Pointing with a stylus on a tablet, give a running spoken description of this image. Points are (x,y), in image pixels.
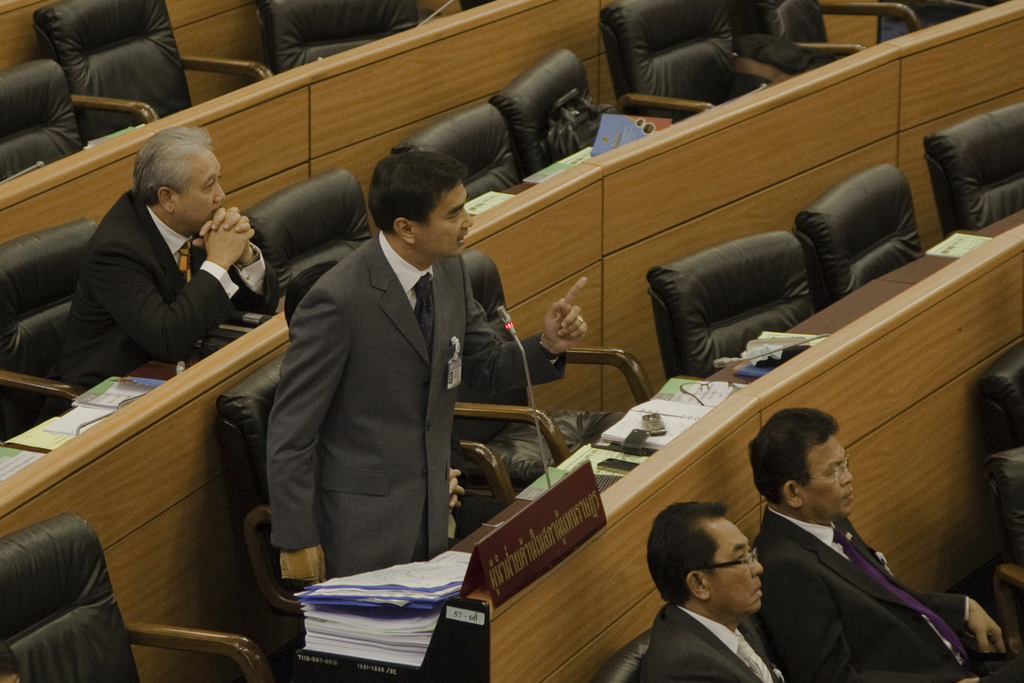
In this image I can see some people (392,438). I can see some objects (640,434) on the table (685,436). I can also see a board (562,537) with some text (545,549) written on it. I can see a mike (533,410).
